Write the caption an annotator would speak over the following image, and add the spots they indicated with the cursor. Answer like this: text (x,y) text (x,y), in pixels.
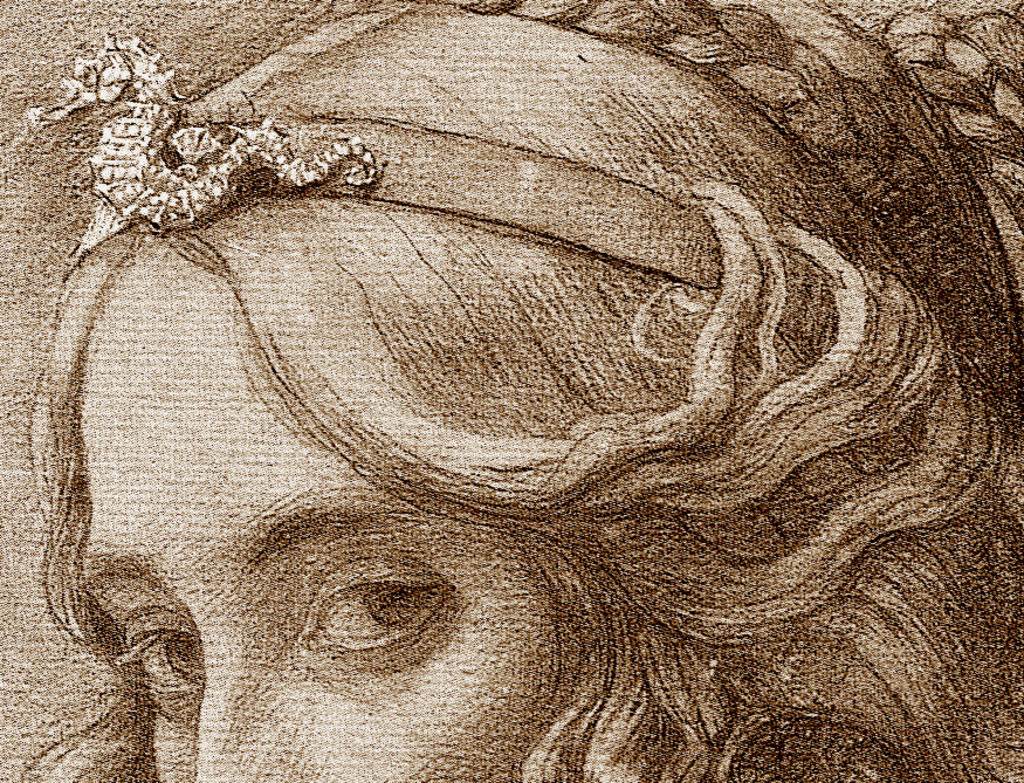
In this image, we can see a painting (530,372) of a woman (210,380).
